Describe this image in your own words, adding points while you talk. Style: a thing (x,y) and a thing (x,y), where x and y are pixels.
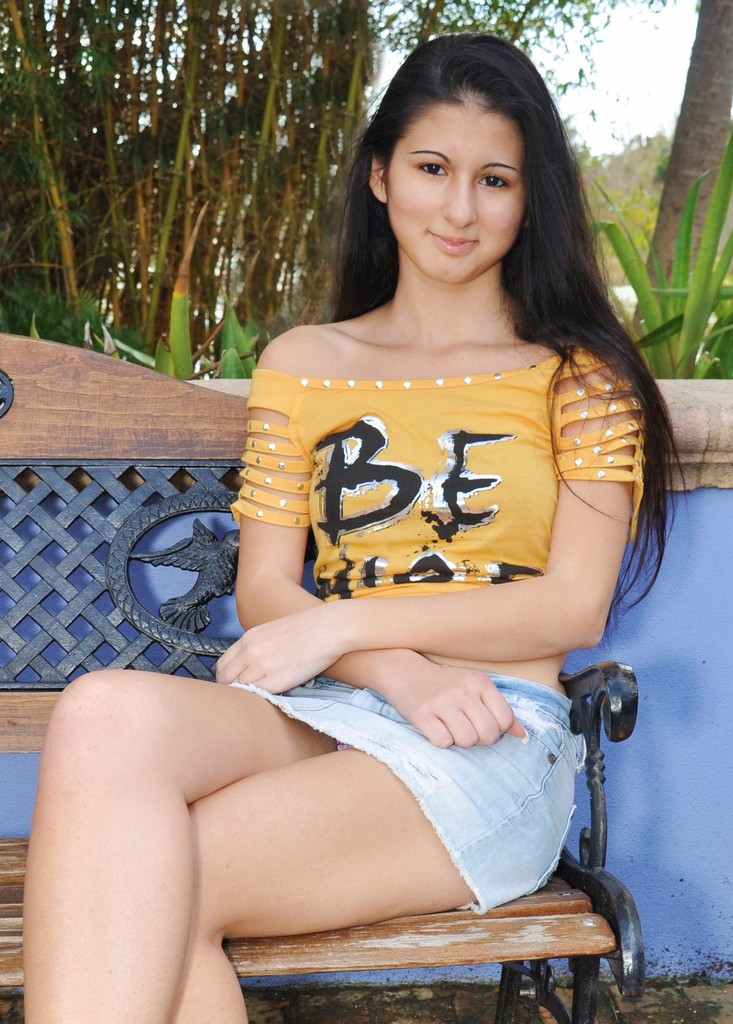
In this image, we can see a girl (430,714) sitting on a bench (11,976), in the background (289,137), we can see trees (119,79), there is a sky (620,21).
